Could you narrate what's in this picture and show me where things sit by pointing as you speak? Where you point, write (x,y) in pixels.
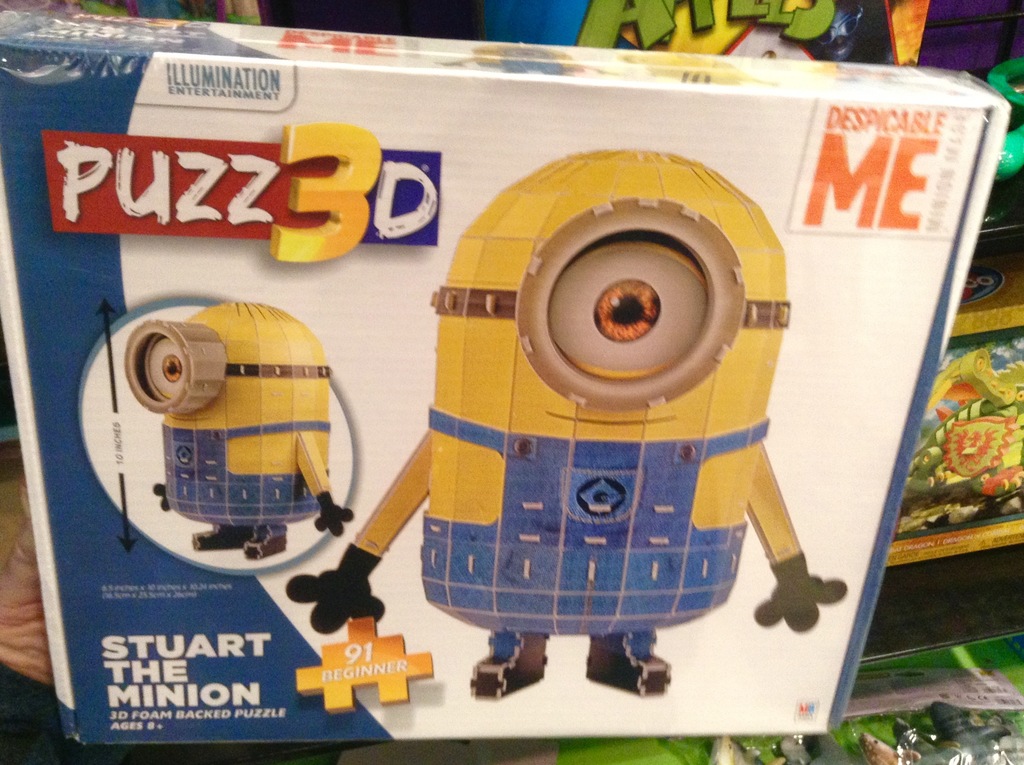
It is a puzzle box (375,250) there is a toy image (461,393) on the box (454,188) and there are some other toys (910,739) behind the box (311,168).
